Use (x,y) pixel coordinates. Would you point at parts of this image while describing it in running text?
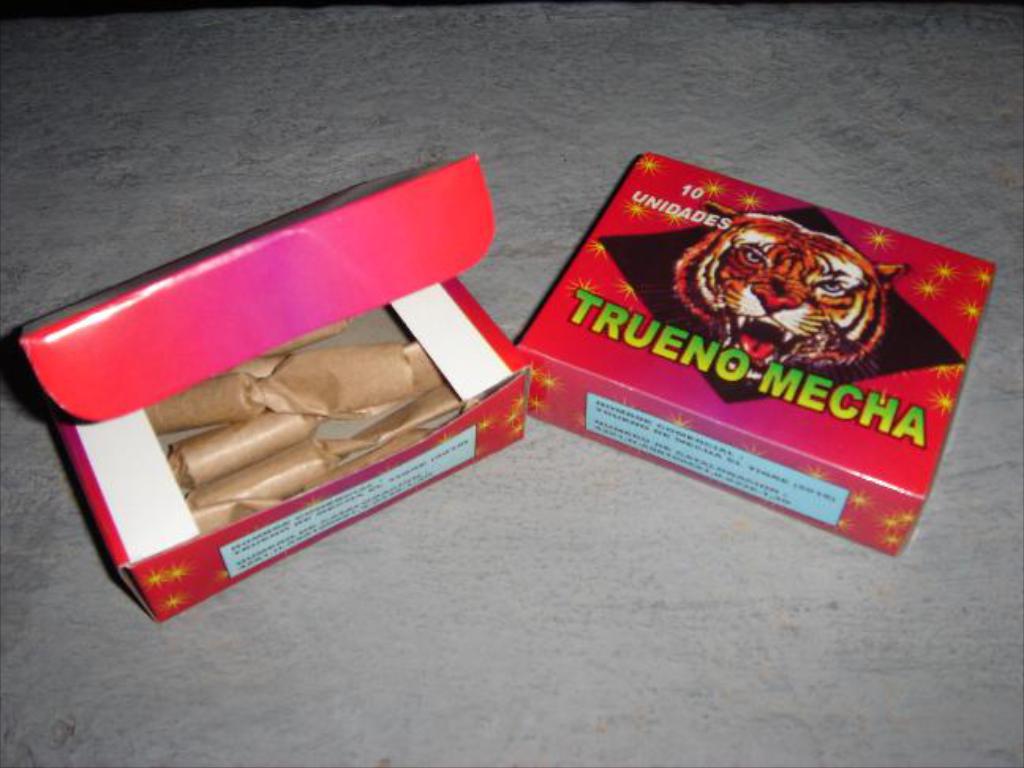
In this image we can see the cardboard cartons (836,519) placed on the floor (538,541).
